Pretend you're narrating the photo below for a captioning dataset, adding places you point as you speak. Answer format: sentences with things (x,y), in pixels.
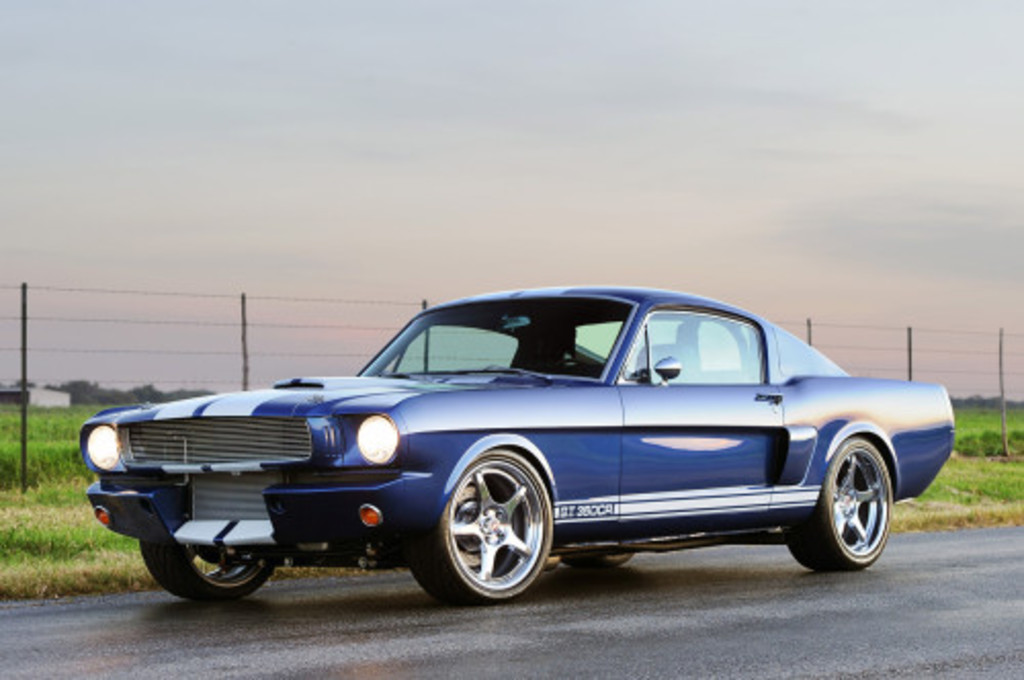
In the center of the image (446,429) there is a blue color car (836,559) on the road (729,604). There is a fencing (203,310). There is grass (72,515). At the top of the image (406,56) there is sky (177,112).
